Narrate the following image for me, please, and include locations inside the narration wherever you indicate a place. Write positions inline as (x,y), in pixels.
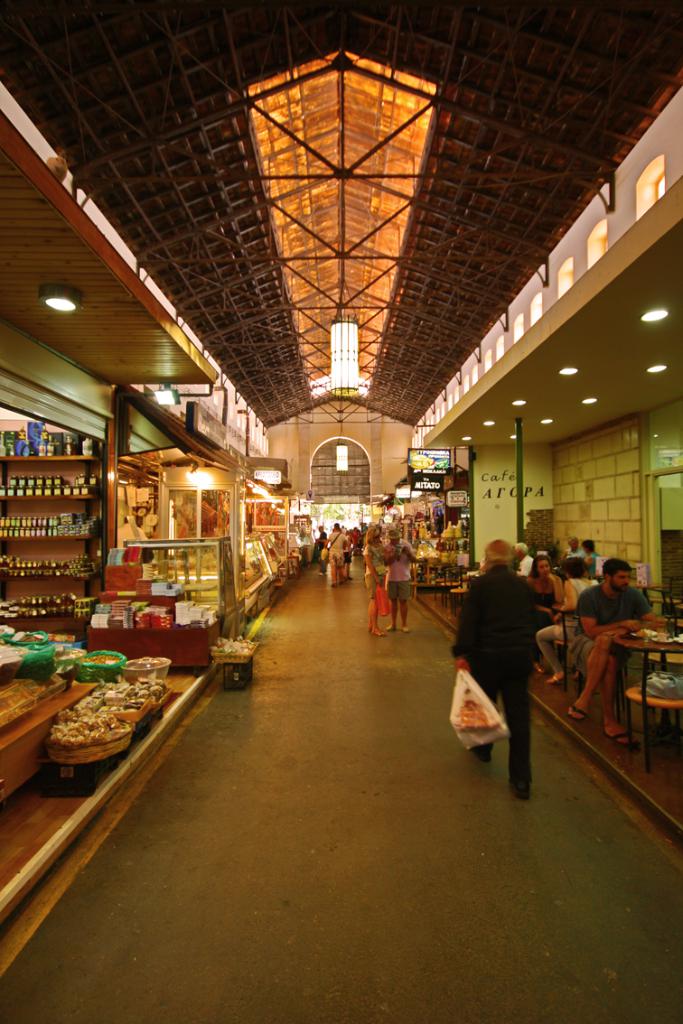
This picture is clicked inside. In the center (412,590) we can see the group of persons (496,641) holding some bags (472,732). On the right (565,600) we can see the group of persons (573,563) sitting on the chairs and we can see the tables (645,643), roof (423,101), metal rods (282,345), ceiling lights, lamps (347,327) hanging on the roof (333,219) and we can see the cabinets (49,459) containing many number of food items (52,451) and there are some baskets (94,752) containing some food items (65,715) are placed on the ground (252,619) and we can see the text (488,492) on the wall (551,459) and there is an arch (326,444) on the wall (375,479) and we can see many number of items (448,563).
